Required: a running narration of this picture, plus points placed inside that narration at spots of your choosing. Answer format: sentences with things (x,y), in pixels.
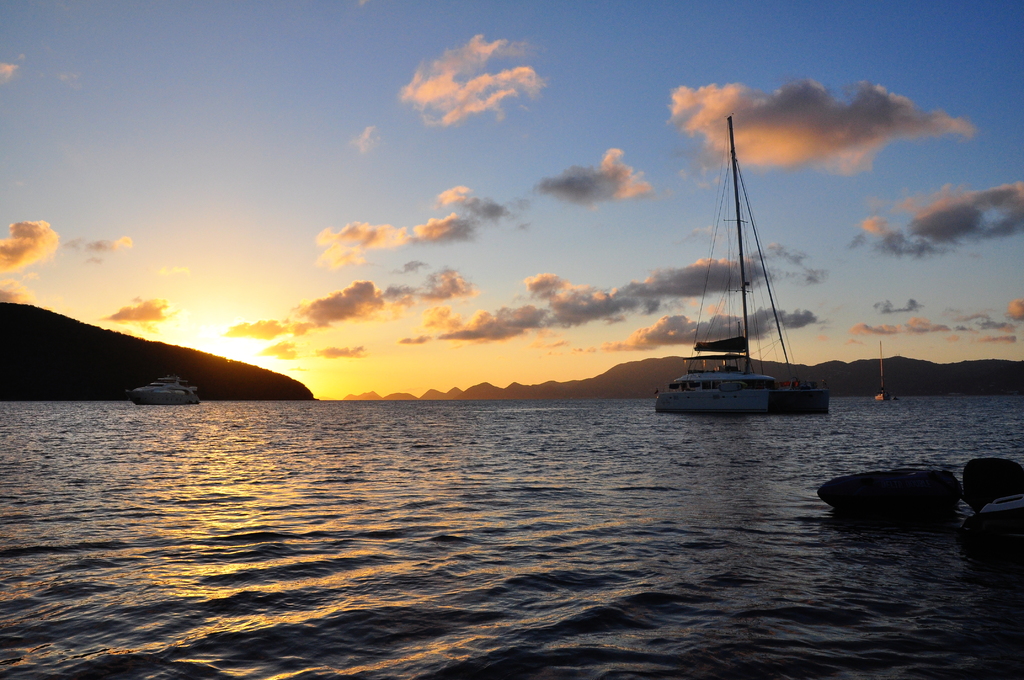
In this image there are boats (766,396) on the sea (689,494), in the background (418,363) there are mountains (962,362) and the sky (671,318).
